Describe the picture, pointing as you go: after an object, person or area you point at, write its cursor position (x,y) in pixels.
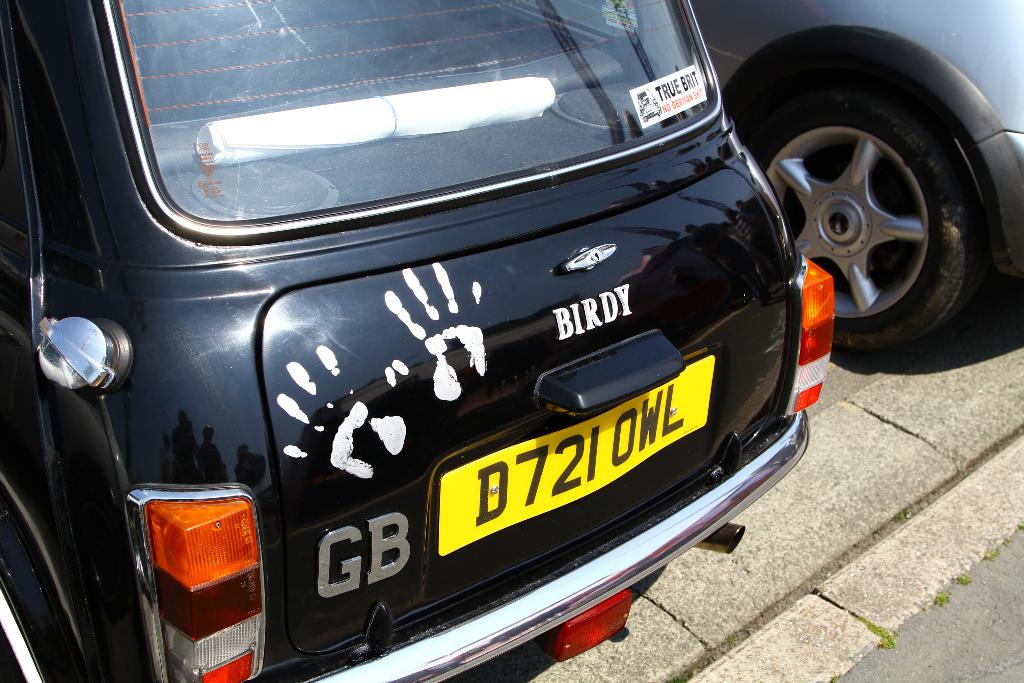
In this image we can see vehicles (678,146). On the vehicle (578,267) there is a number plate (538,463), lights (799,374) and a notice (669,90) with something written. Inside the vehicle (425,71) there is a paper (322,112). Also there are prints of hands (392,372) on the vehicle (420,346).
